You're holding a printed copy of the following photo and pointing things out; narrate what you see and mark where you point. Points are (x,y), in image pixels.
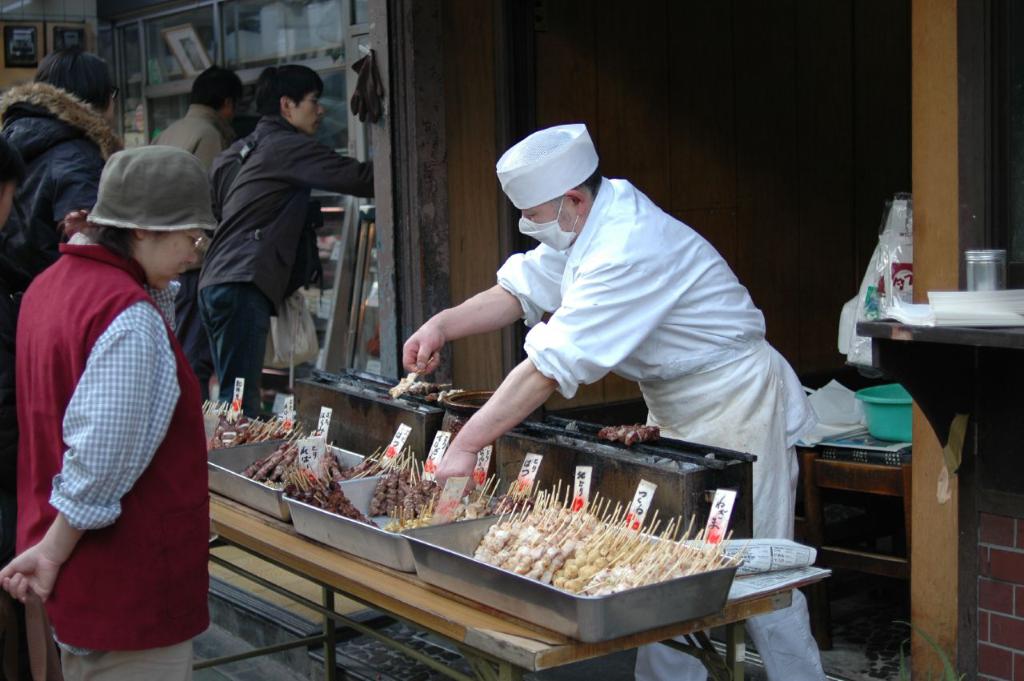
At the center of the image (359,430) there is a food stall (477,390). On the right side of the image (685,343) there is a person (599,344) wearing a white dress (724,413). On the left side of the image (147,331) there are two persons (28,389) standing and looking for the food (248,425). In the background (245,257) there are few persons (255,202).
